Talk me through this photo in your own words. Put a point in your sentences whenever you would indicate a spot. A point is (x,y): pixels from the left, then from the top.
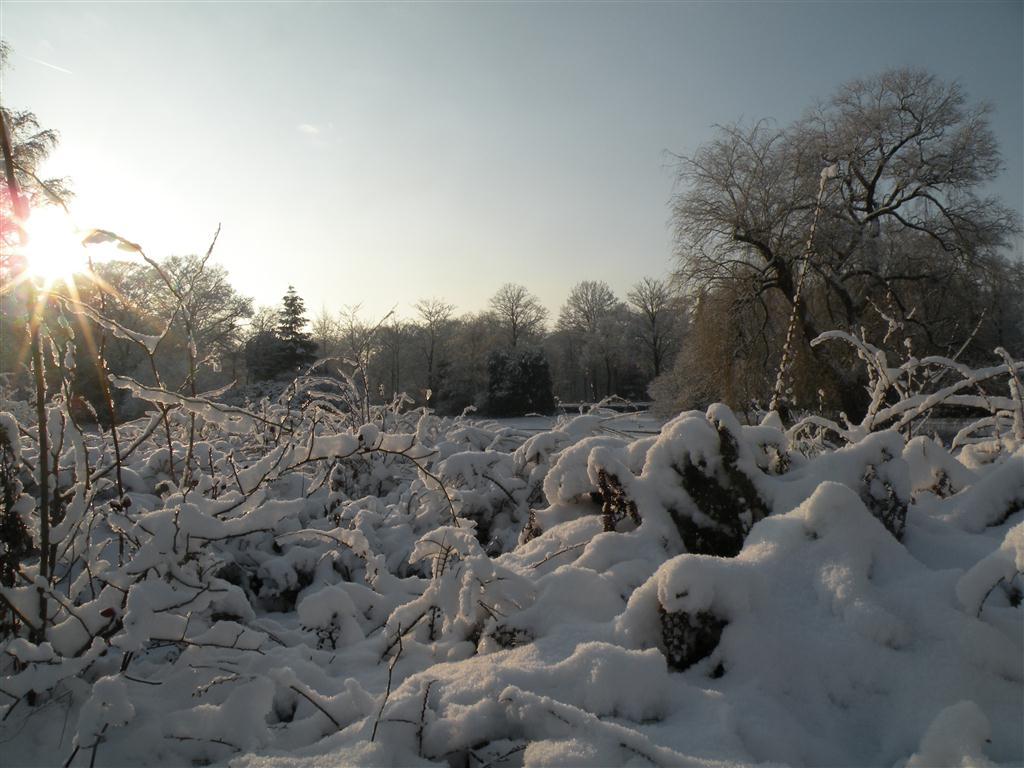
At the bottom of the image (546,593) there is snow (656,561). In the background of the image (443,362) there are trees (875,251). At the top of the image (594,141) there is sky (468,128).
